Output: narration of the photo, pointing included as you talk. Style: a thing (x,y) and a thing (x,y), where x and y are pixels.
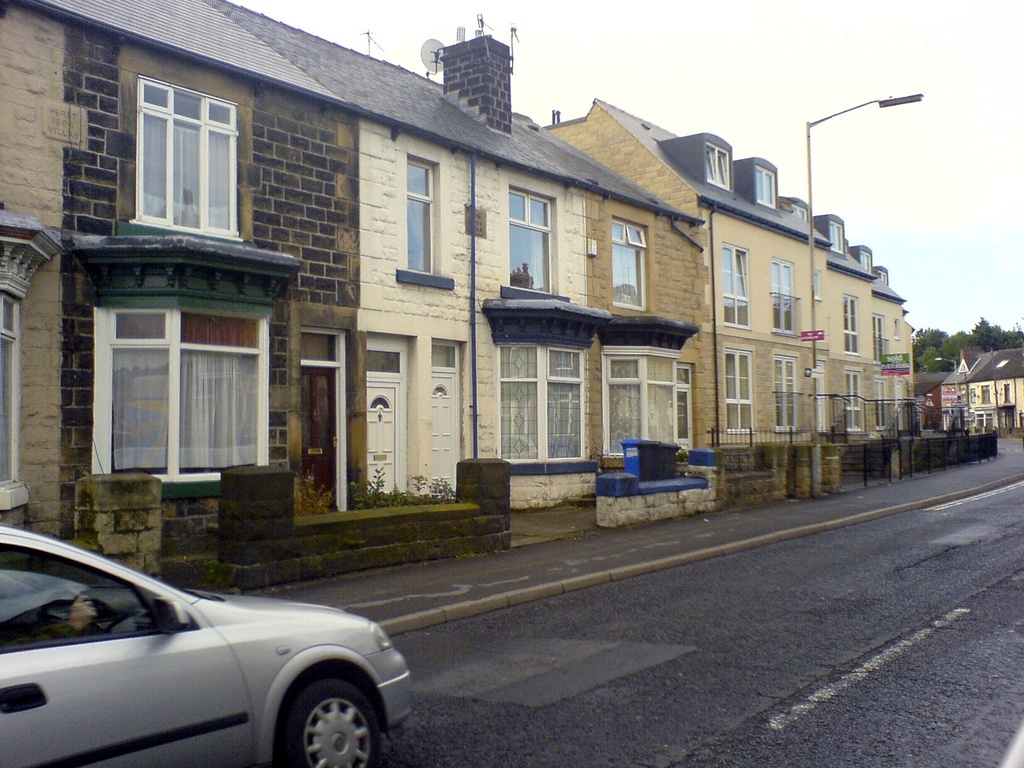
In this picture we can see a vehicle (246,660) on the road (656,691) and in the background (53,241) we can see buildings (94,159), trees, sky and some objects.
